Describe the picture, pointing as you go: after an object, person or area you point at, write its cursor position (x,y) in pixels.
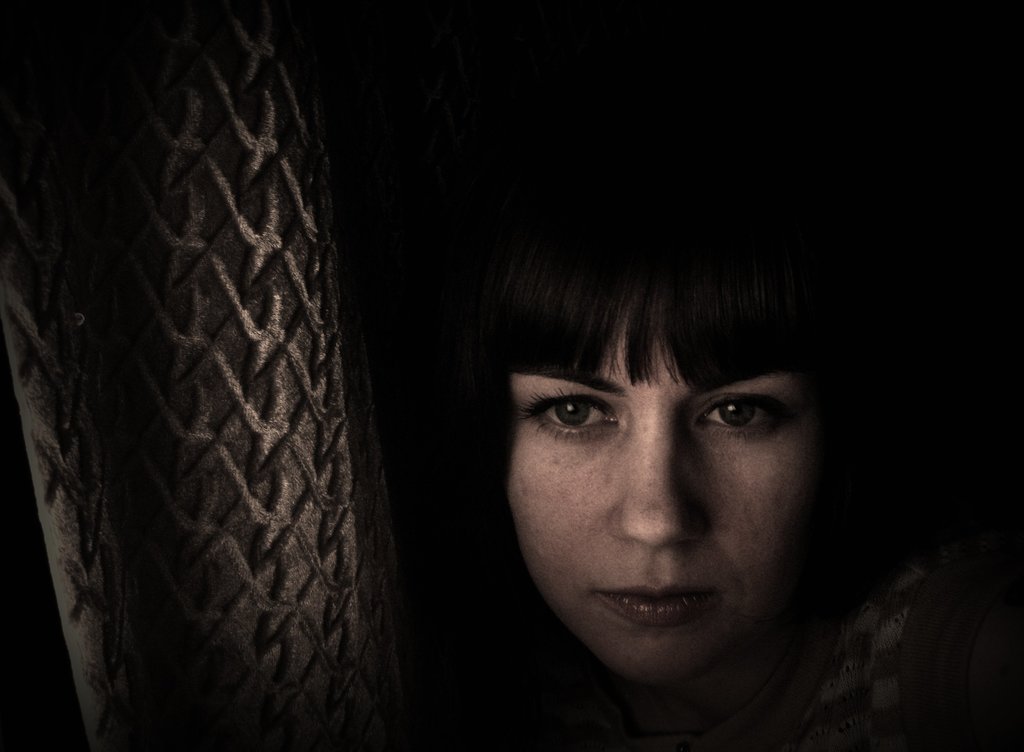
In this image, I can see the face (756,531) of the woman (719,552). This looks like an object (224,609). The background (877,299) looks dark.
